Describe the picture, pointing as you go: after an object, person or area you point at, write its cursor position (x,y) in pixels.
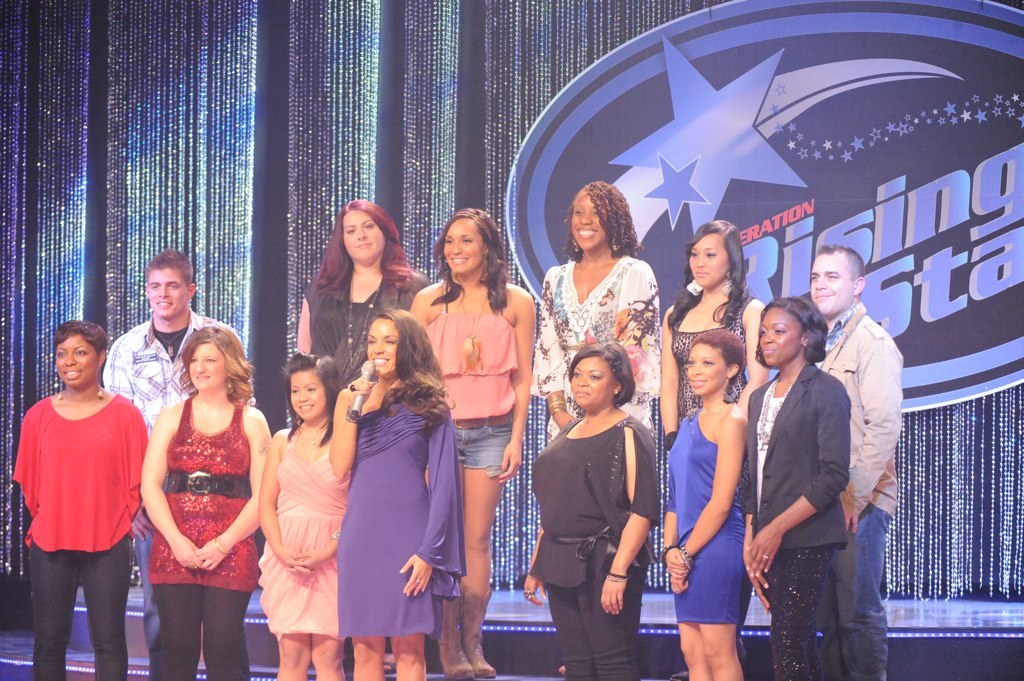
In this image I can see group of people (387,518) standing. In front (387,434) the person (402,466) is wearing purple color dress (366,471) and holding a microphone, background (918,166) I can see the board (703,186) in blue color and I can see few hangings (363,132).
